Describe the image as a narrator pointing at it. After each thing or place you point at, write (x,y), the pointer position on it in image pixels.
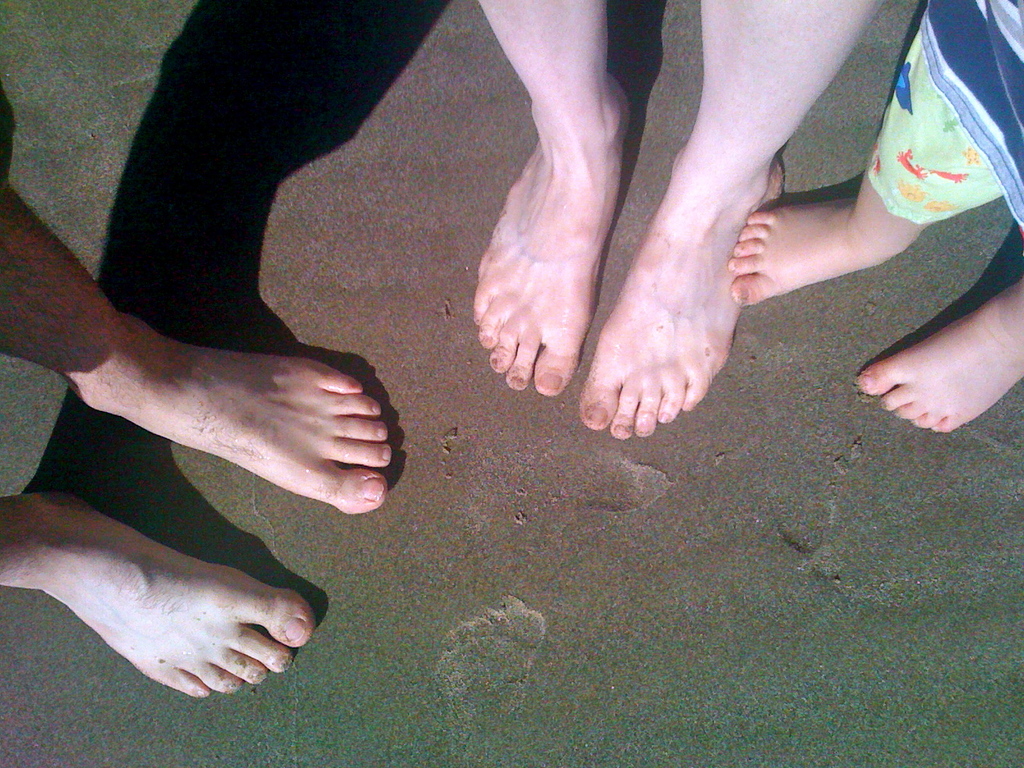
The picture consists of legs (251,459) of three persons (591,249). In this picture there is sand (430,573).
